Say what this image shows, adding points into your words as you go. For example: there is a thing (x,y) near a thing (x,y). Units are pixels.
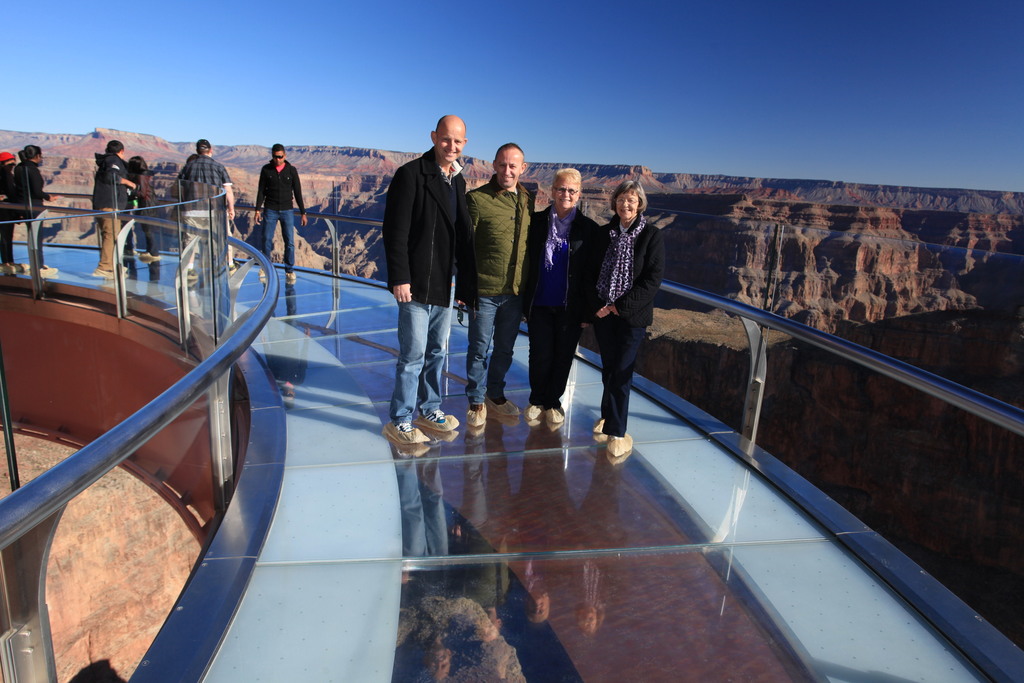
In this picture, we can see a few people (397,401) on the bridge (419,626), we can see poles (144,438), rock hill (931,295), and the sky (767,110).
